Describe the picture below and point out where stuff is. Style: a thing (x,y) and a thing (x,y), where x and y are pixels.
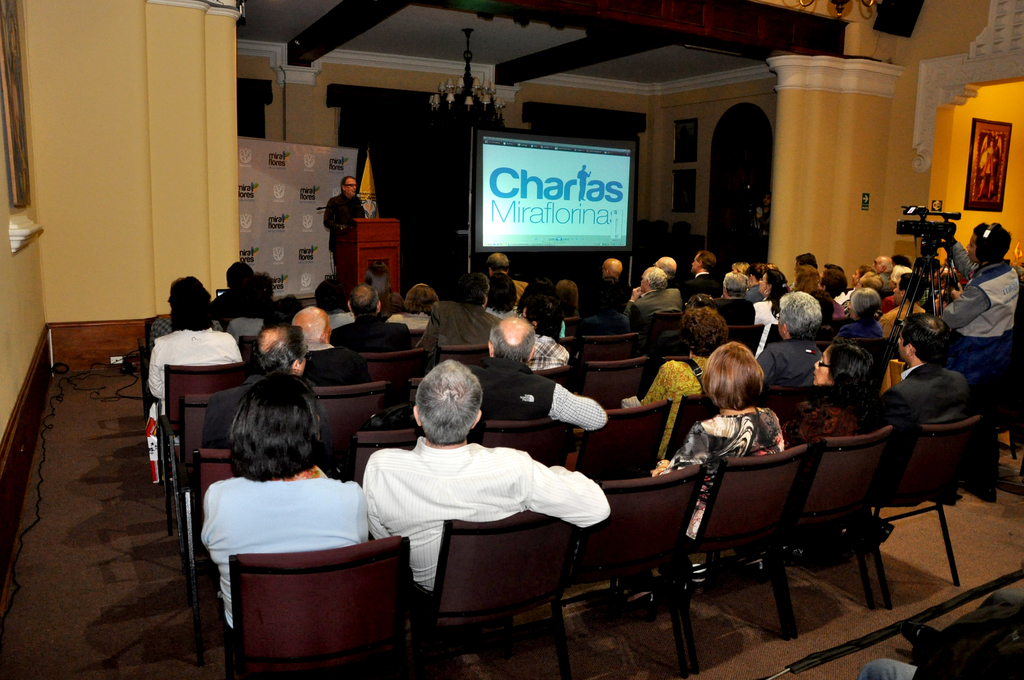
There is a group of people (875,306) who are sitting on a chair (398,588) and paying attention to the speaker (339,220). Here we can see a person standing on the top left side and he is speaking on a microphone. Here we can see a person (994,257) standing on the right side (994,240) and he is recording a video with a camera (909,236). Here we can see a screen (569,211). This is a roof (446,24) with lighting arrangement (473,92).
